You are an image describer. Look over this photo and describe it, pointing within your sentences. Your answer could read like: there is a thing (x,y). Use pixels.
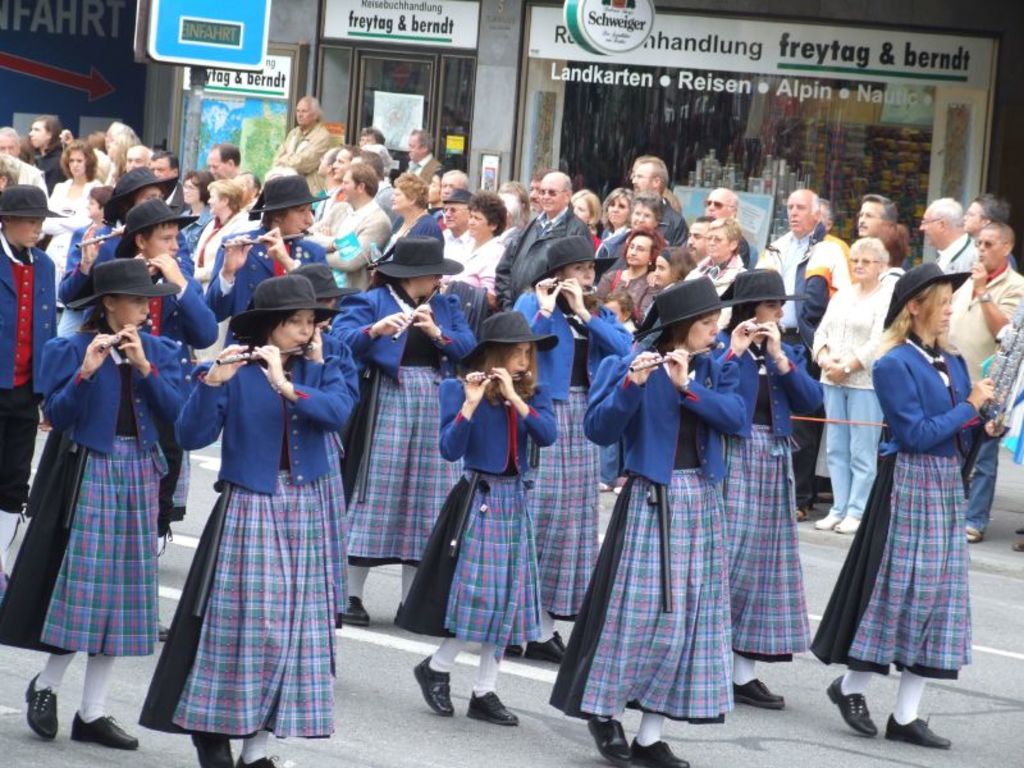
In this image, we can see persons (177,337) wearing clothes (148,453). There are some persons (135,295) playing musical instruments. There is a glass wall (582,134) at the top of the image (573,143).
